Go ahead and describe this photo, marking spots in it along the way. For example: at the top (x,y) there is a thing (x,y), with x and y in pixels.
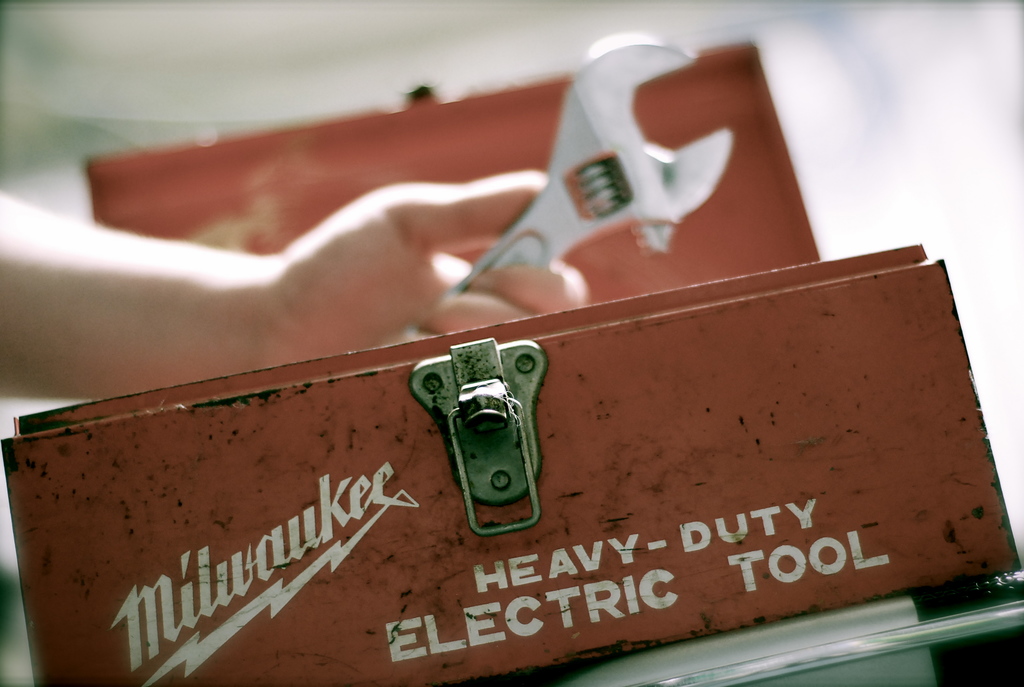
In this picture we can see a person (218,299) holding a spanner (541,219) and under the person hand (283,285), there is a box (301,368) and behind the box (708,232) there is a blurred background (945,152).
